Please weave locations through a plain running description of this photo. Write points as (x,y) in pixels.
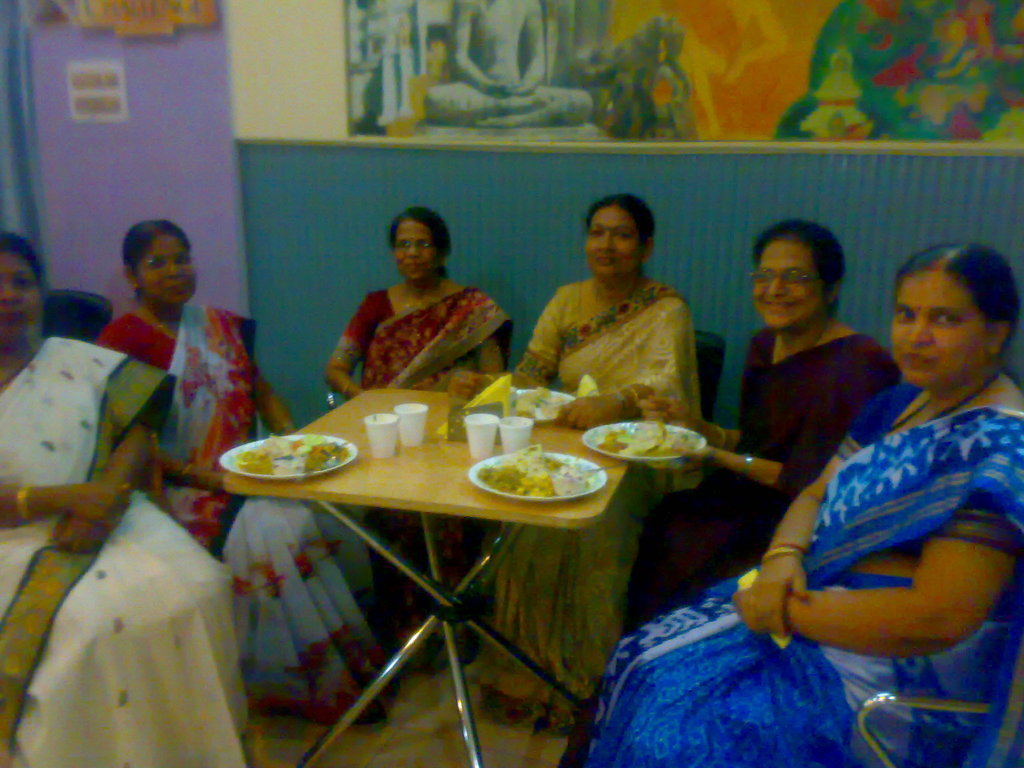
In the middle of the image (624,260) few women (965,434) sitting on the chair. In the middle of the image (574,429) there is a table (330,433), On the table (352,432) there is a plate (274,473) and cup (409,415) and tissue papers (505,375). At the top of the image (511,147) there is a wall (692,147), On the wall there is a painting (709,48).
